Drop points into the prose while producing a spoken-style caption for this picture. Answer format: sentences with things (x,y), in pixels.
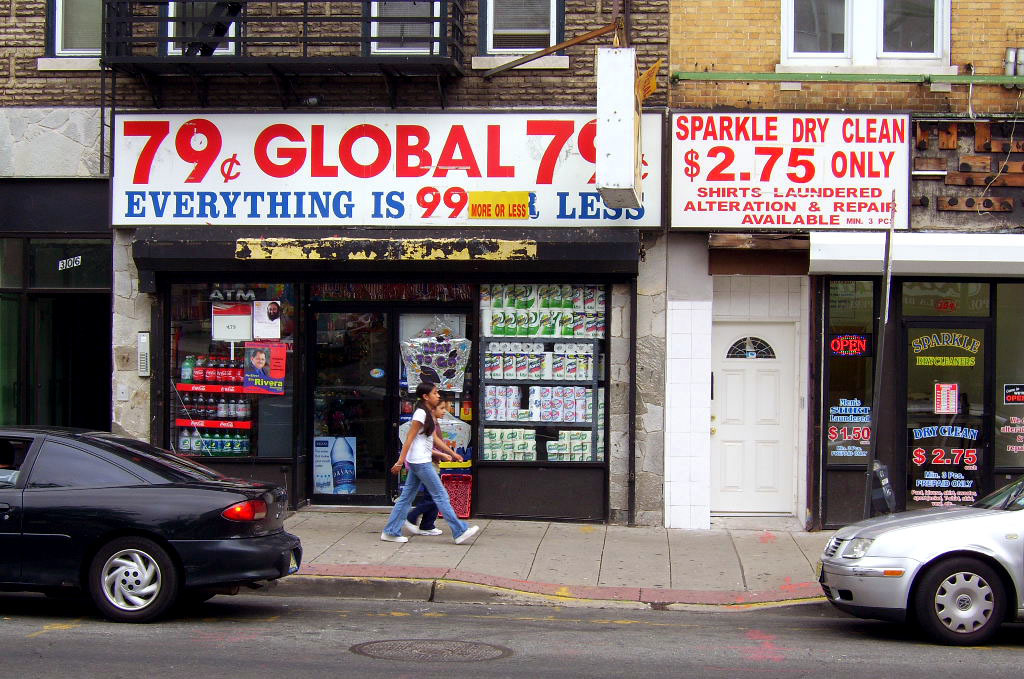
In the image there is a building (32,77), under the building (770,15) there are two stores (502,326) and there are two people (447,518) walking on the footpath (578,545) in front of the stores (471,516) and there is a road (307,638) in the foreground (245,622), on the road (89,665) there are two vehicles (221,511).
